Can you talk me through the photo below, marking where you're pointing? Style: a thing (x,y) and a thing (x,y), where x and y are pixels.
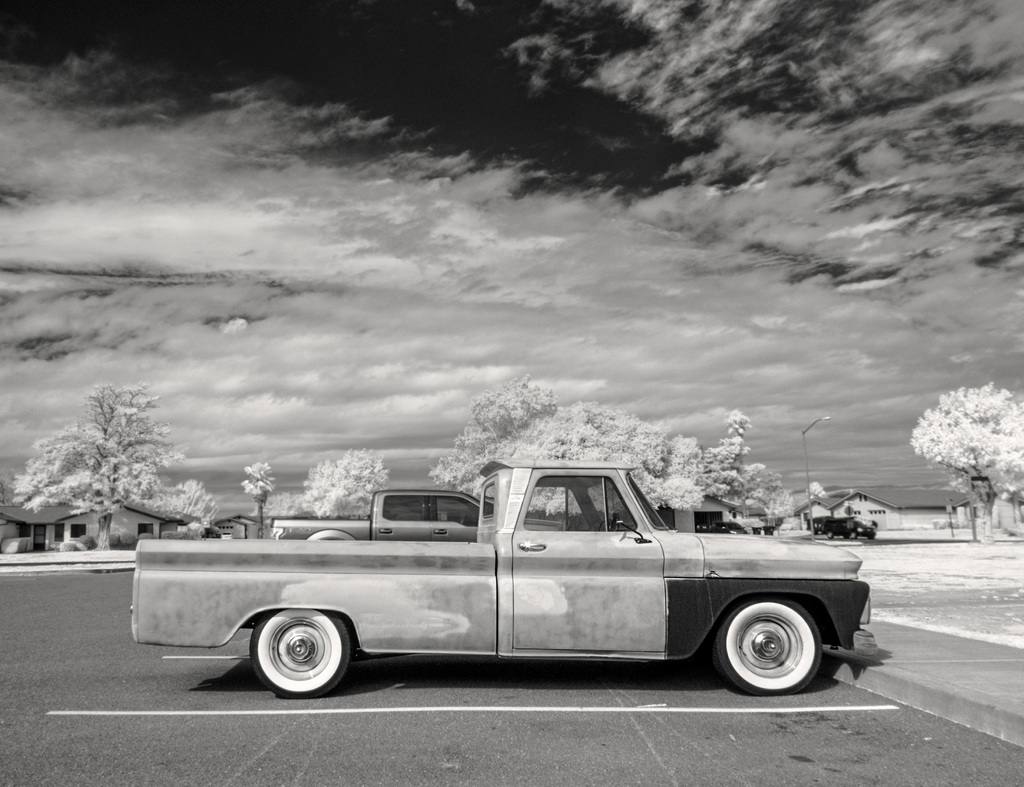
It looks like a black and white picture. We can see some vehicles (346,563) are parked on the path (477,661). Behind the vehicles (714,575) there are trees (737,496), houses (877,497), a pole (805,460) with a light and behind the trees (775,497) there is a cloudy sky (800,404).
